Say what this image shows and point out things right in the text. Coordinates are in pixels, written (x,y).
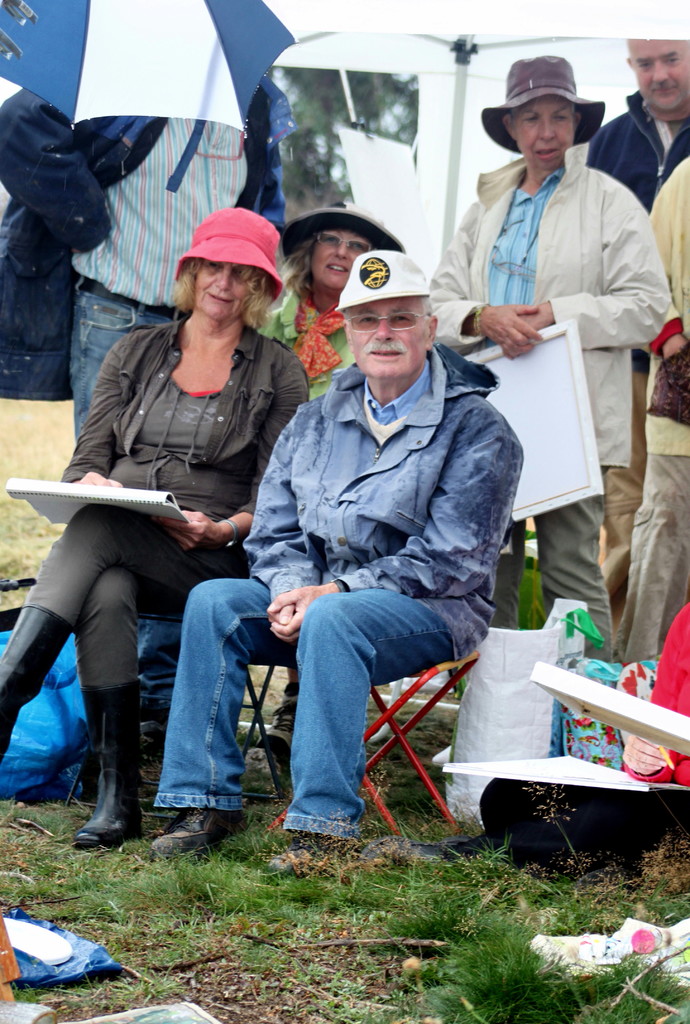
In this picture there are two persons (303,466) sitting and there are few persons (348,205) standing behind them.
